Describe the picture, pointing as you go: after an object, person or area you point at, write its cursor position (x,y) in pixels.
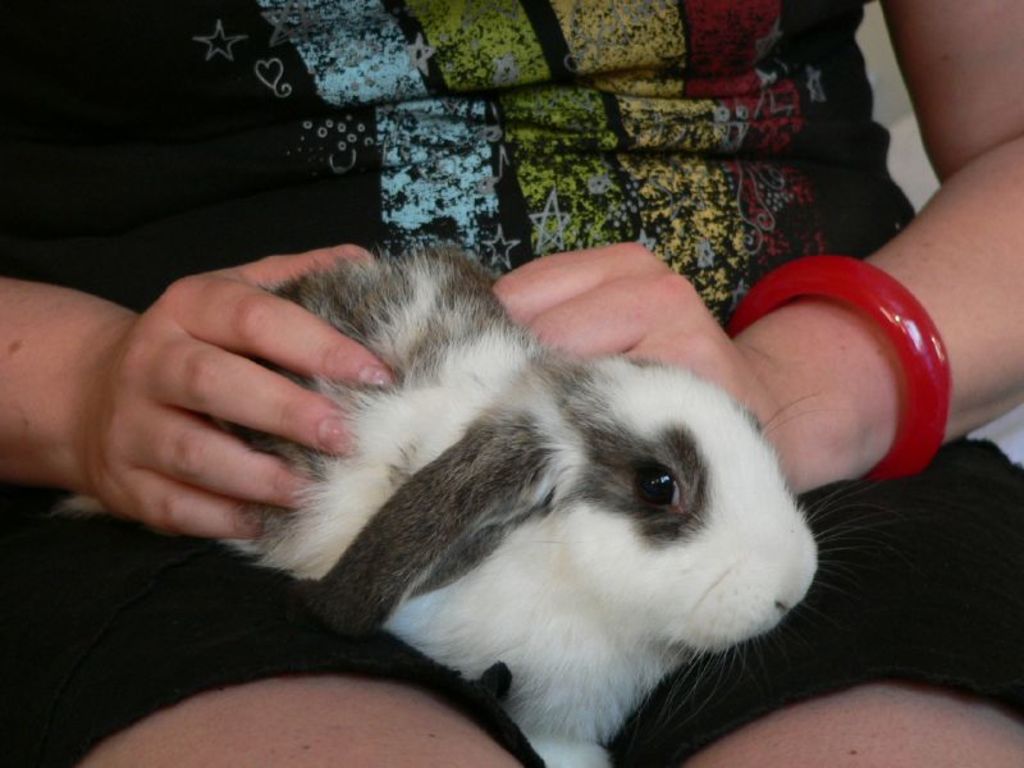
In this image we can see a person (407,193) partially and holding a rabbit (446,403) in the hands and it is on the legs (414,723) of the person (450,680).
